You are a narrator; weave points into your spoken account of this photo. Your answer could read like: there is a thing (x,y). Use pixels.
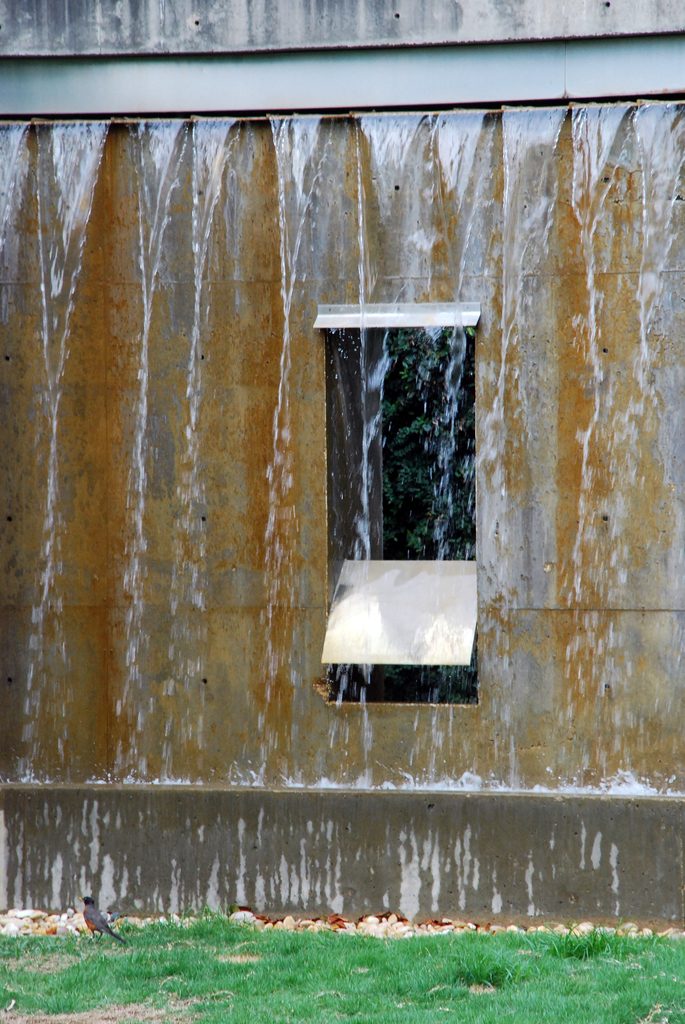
In this image I can see a wall (328,262) with window (332,368). There is water (218,202) falling from the top, also there is grass (341,979), there is a bird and through the window (412,420) I can see trees (408,455).
